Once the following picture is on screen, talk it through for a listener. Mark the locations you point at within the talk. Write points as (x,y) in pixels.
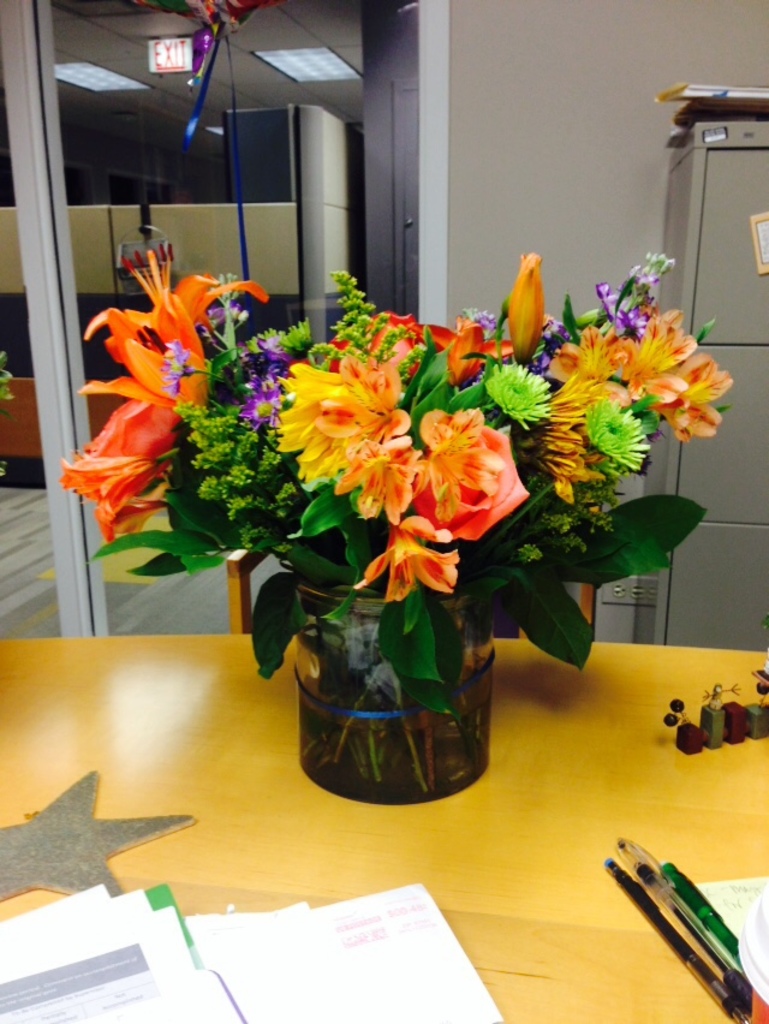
In this picture there is a flower vase (379,386) in the center of the image (327,548) on a table (279,753), there are papers (5,936) at the bottom side (7,923) and there is stationery (740,986) in the bottom right side of the image (636,844).
